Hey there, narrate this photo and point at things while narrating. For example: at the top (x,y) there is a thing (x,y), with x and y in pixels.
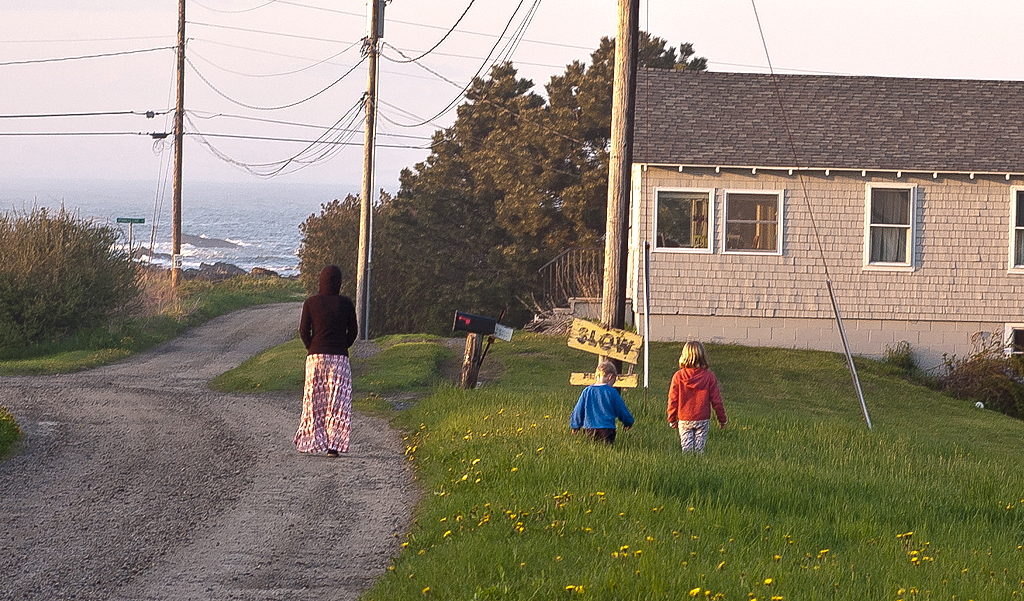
In the center of the image (343,348) there is a lady (323,373) walking on the road (162,457). There is a house (899,211) to the right side of the image (760,214). There are kids (608,422) standing on grass (648,476). There is a pole (632,81) with some text (581,332) on the board (617,348). There are electric poles (374,19). In the background of the image (262,208) there is sky (289,180), poles (178,46), electric wires (185,57), water (296,205) and trees (321,228). At the bottom of the image (169,559) there is road (174,572) and grass (727,590).
